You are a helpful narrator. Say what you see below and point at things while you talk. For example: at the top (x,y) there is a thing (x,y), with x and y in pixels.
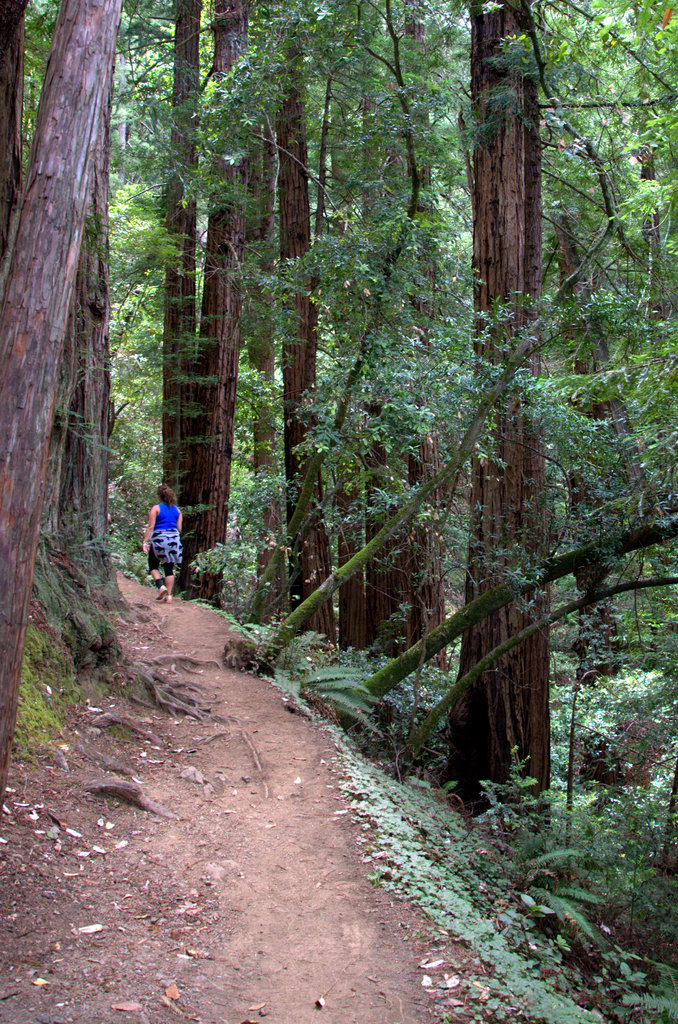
This picture is clicked outside the city. In the foreground (227,959) we can see the ground (286,874) and the green grass (510,875). In the center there is a person (171,531) wearing blue color dress (164,518) and walking on the ground (172,608). In the background (315,360) we can see the trees (540,313).
